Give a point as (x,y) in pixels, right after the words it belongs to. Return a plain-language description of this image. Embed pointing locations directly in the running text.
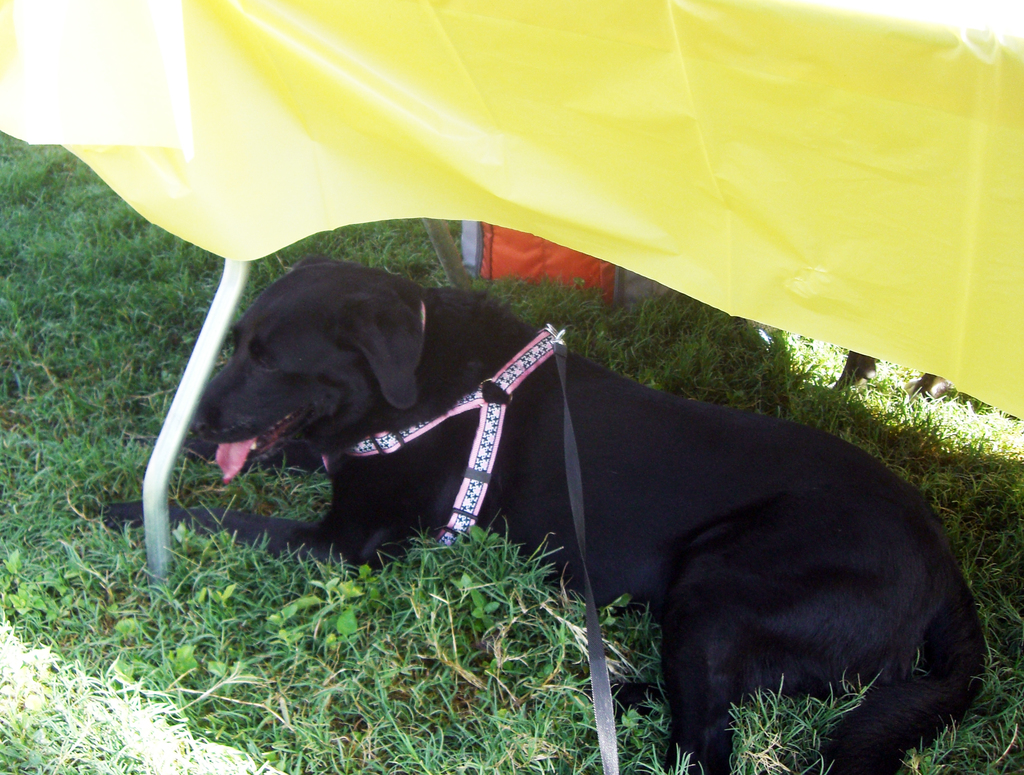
In the picture I can see a black color dog (614,522) is sitting on the ground (302,494) and wearing a dog belt (482,434). I can also see the grass (279,570), yellow color object (679,244) and some other objects (234,300).
